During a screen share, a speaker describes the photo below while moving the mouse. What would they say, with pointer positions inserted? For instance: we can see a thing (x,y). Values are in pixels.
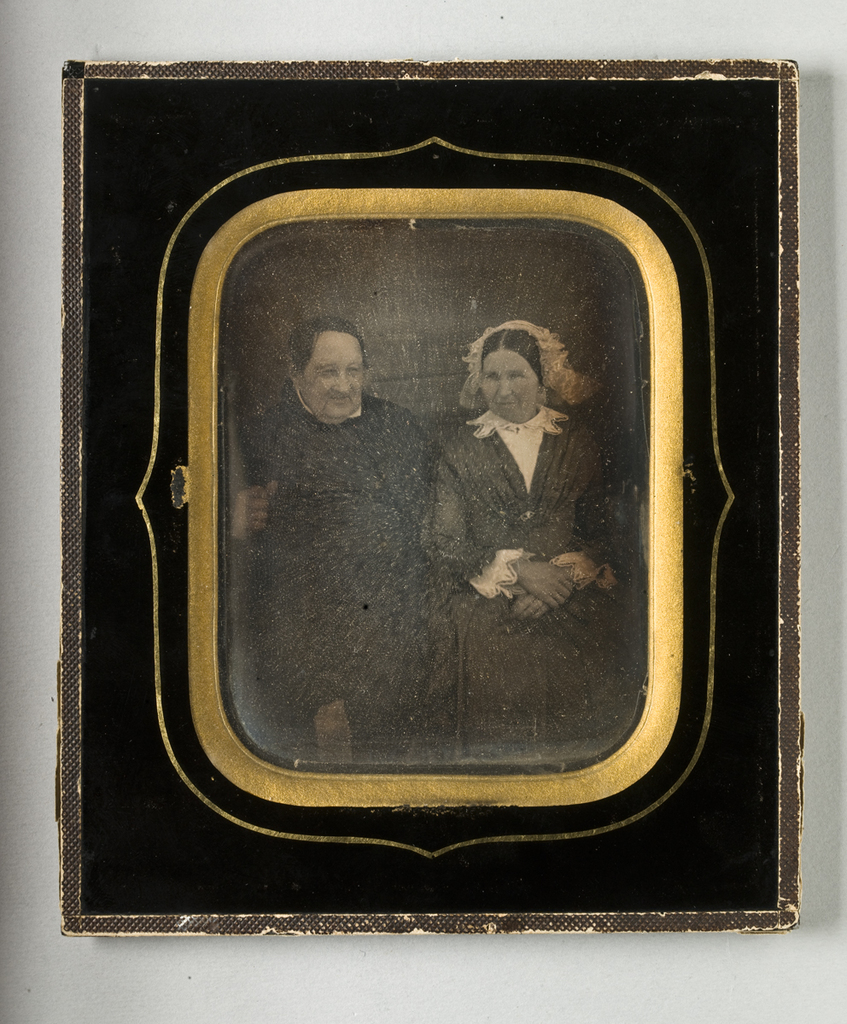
In the center of the image (484,348) we can see a photo frame (348,780) placed on the wall (360,976).
